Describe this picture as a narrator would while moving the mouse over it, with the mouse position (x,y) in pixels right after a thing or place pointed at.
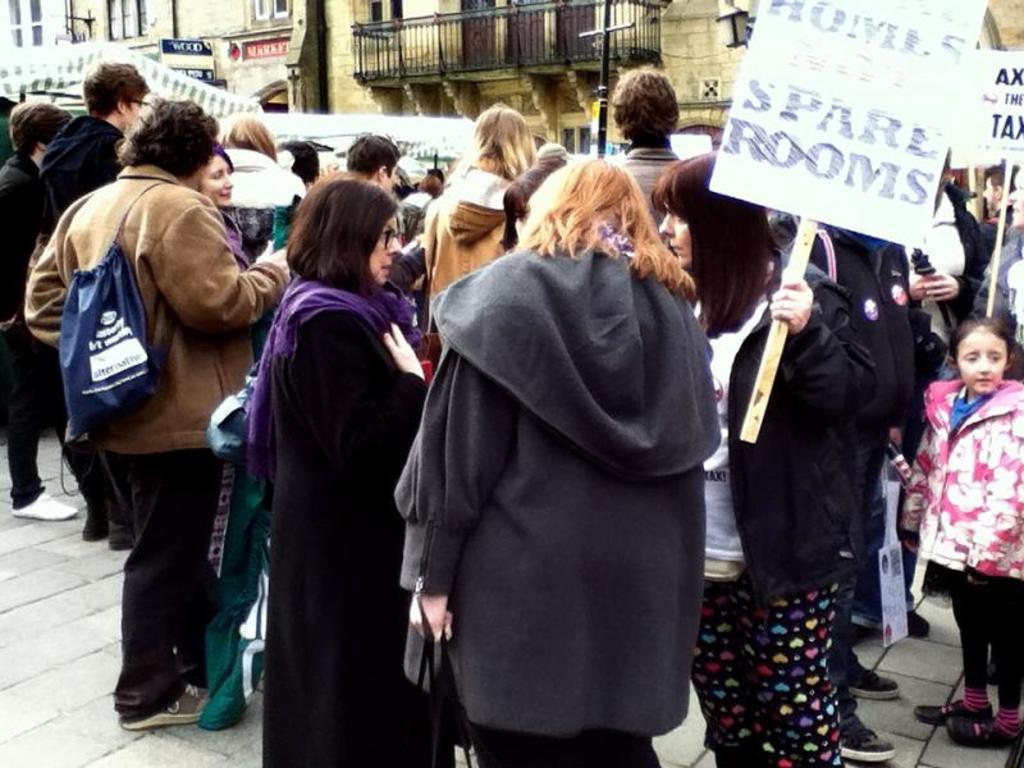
In this picture we can observe some people (343,258) standing. There are men (201,207) and women (478,316) in this picture. One of the woman (690,211) is holding a stick (769,369) to which a board (764,127) is fixed, in her hand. In the background (327,89) there are buildings (439,63).
